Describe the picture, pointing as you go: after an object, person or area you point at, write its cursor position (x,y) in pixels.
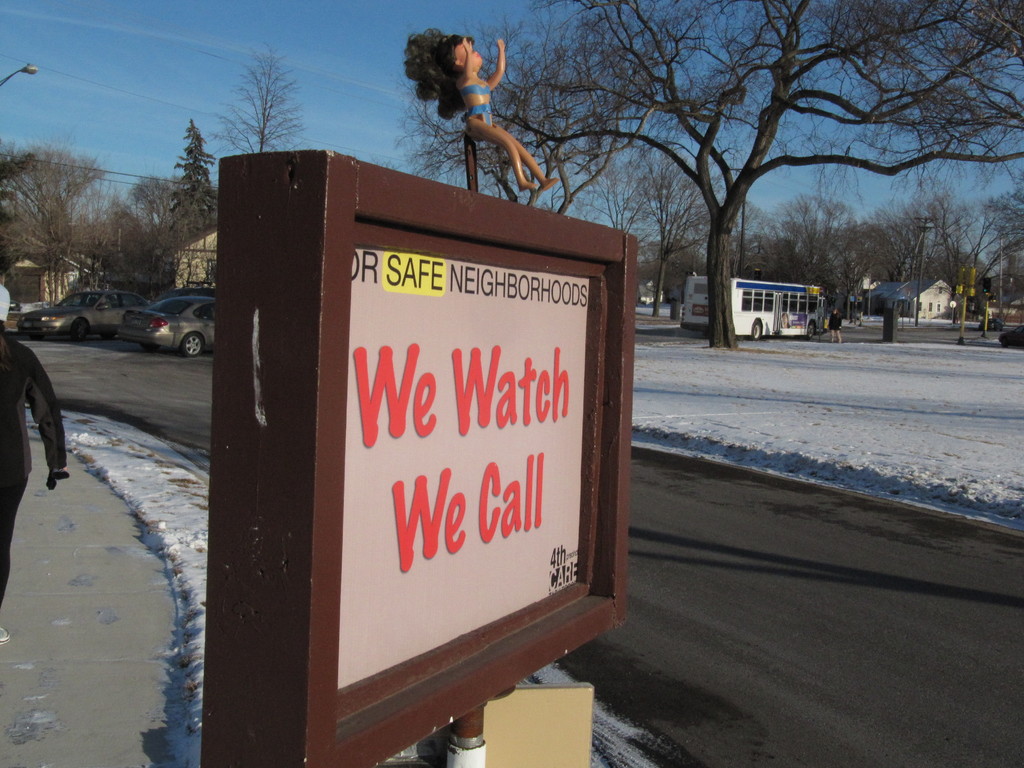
In this image there is the sky (253,50) towards the top of the image (335,44), there are trees (811,218), there are houses (203,260) towards the left of the image (84,266), there is a house (915,288) towards the right of the image (928,288), there is road (879,566) towards the right of the image (908,603), there are vehicles (748,305) on the road (770,518), there is a man (837,321) standing on the road (860,330), there are poles (965,311), there is a person (41,371) towards the left of the image (37,410), there is ice (774,400) on the road (831,337), there is a street light (32,70) towards the left of the image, there are wires (87,164) towards the left of the image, there is a board (439,551) towards the bottom of the image (445,611), there is text (489,371) on the board (514,340), there is a doll (487,92), there is an object (527,731) towards the bottom of the image (527,736).
